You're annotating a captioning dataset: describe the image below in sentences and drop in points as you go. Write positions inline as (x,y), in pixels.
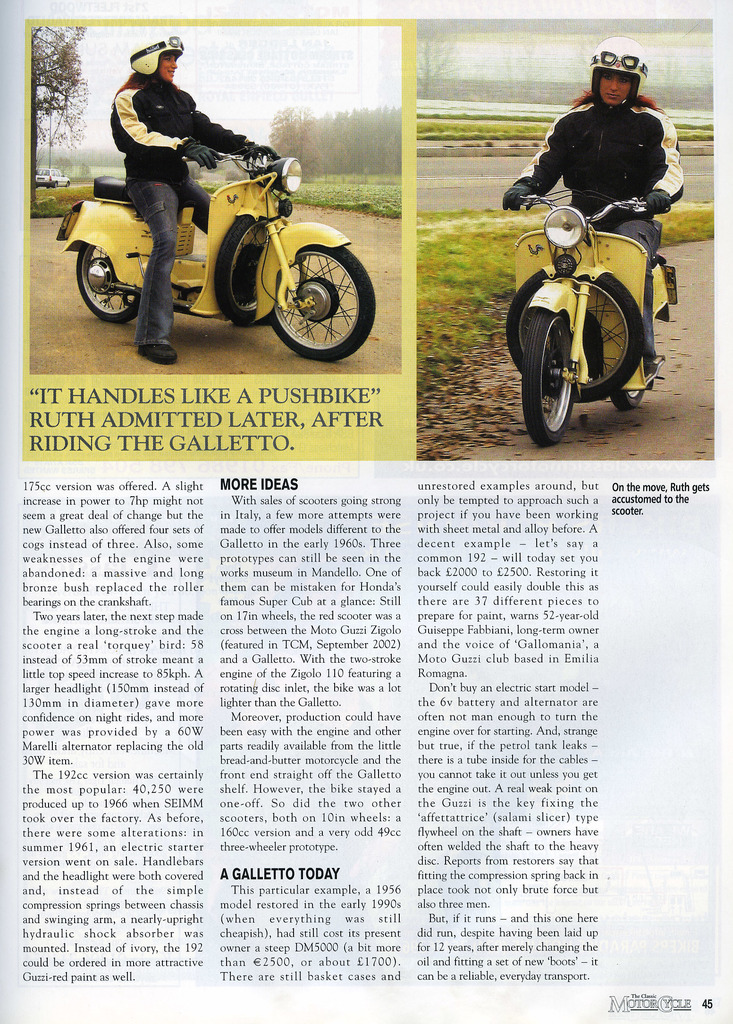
In this image i can see a newspaper (267,438) on which it is written something.
